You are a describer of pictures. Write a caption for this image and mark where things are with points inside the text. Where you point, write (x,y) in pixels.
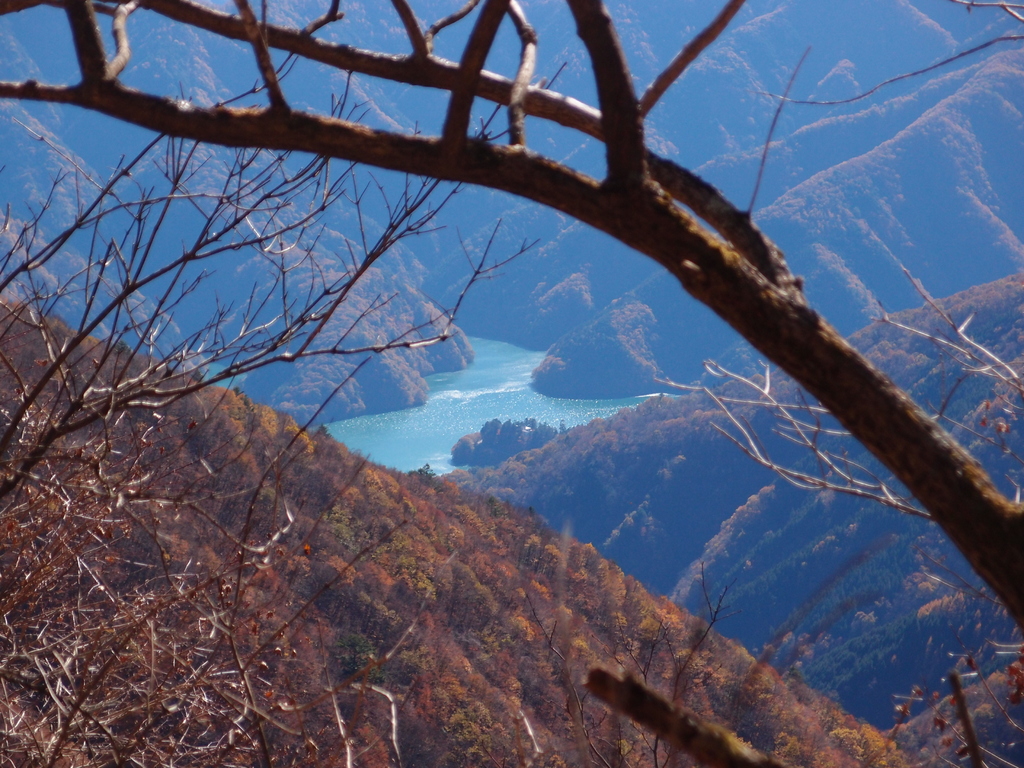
In this image there are mountains (396,209), there are trees (494,612) on the mountains (596,434), there is a river (492,389), there are trees (222,339) truncated towards the left of the image (201,97), there are mountains (906,181) truncated towards the right of the image (833,314).
